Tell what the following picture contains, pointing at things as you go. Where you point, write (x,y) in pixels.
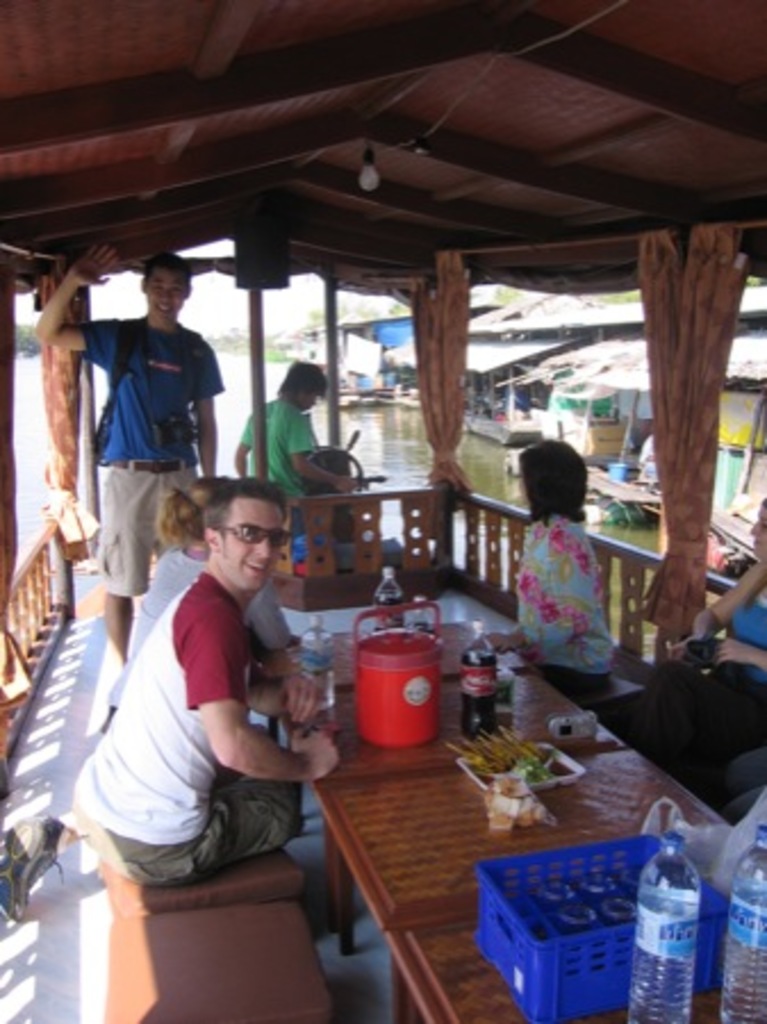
In this Image I see number of people (164,273) in which few of them are sitting and these are standing, I can also see that these 2 are smiling, I see that there is a table (404,972) over here on which there are few things (384,690). In the background (744,545) I see the water (19,403) and few houses (725,545).
